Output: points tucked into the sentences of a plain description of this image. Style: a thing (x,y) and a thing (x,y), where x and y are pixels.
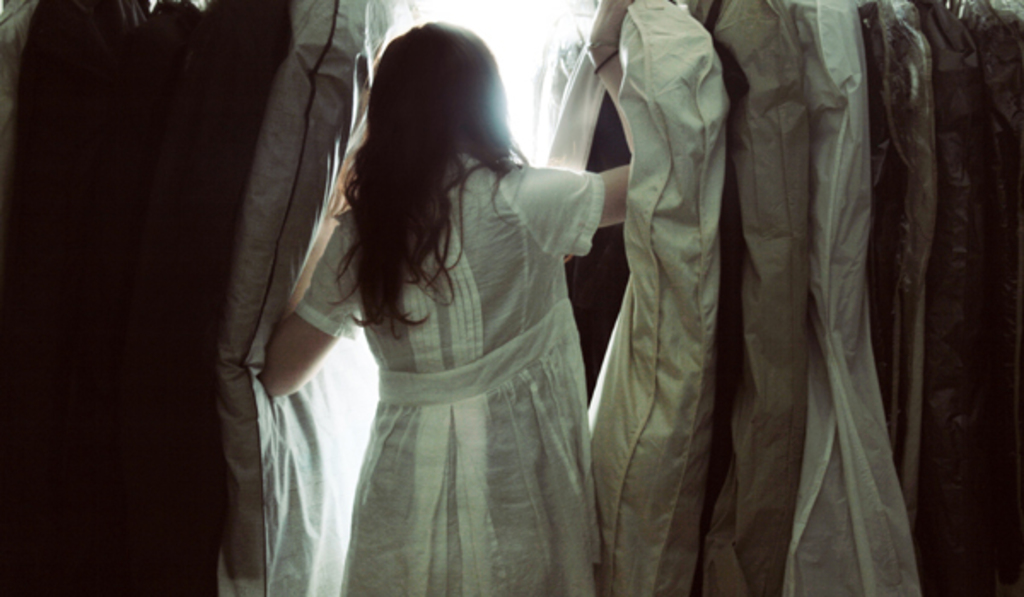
As we can see in the image there is a woman (436,151) wearing white color dress (452,286) and there are few clothes (954,233).
